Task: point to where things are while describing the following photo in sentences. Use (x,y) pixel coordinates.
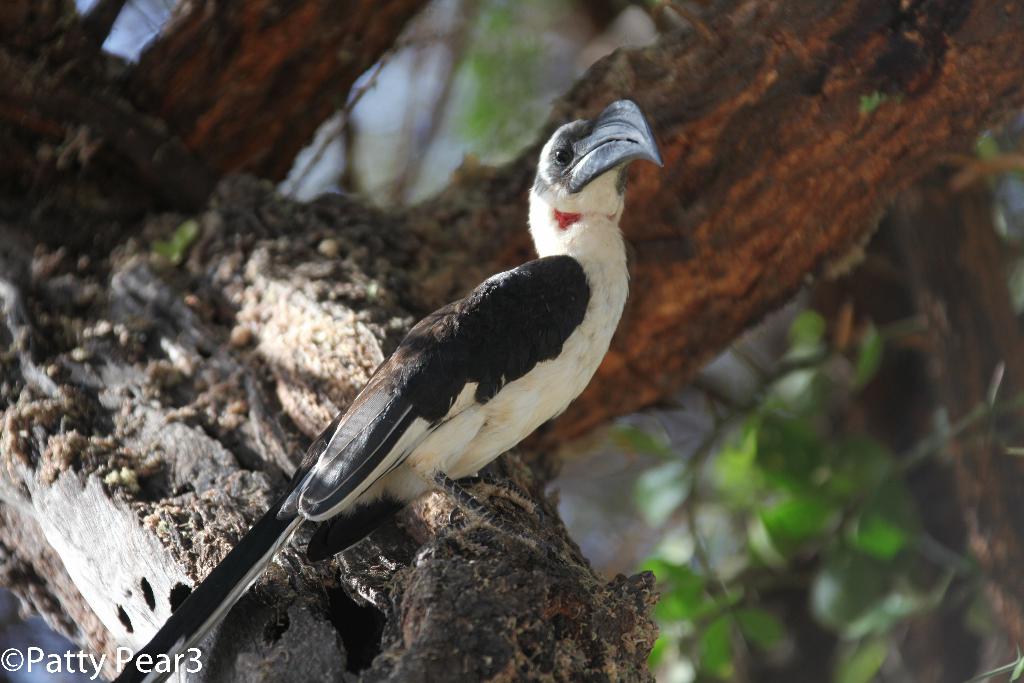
In this picture we can see a bird (463,463) which is in the color combination of white and black. And these are the leaves (762,542).
